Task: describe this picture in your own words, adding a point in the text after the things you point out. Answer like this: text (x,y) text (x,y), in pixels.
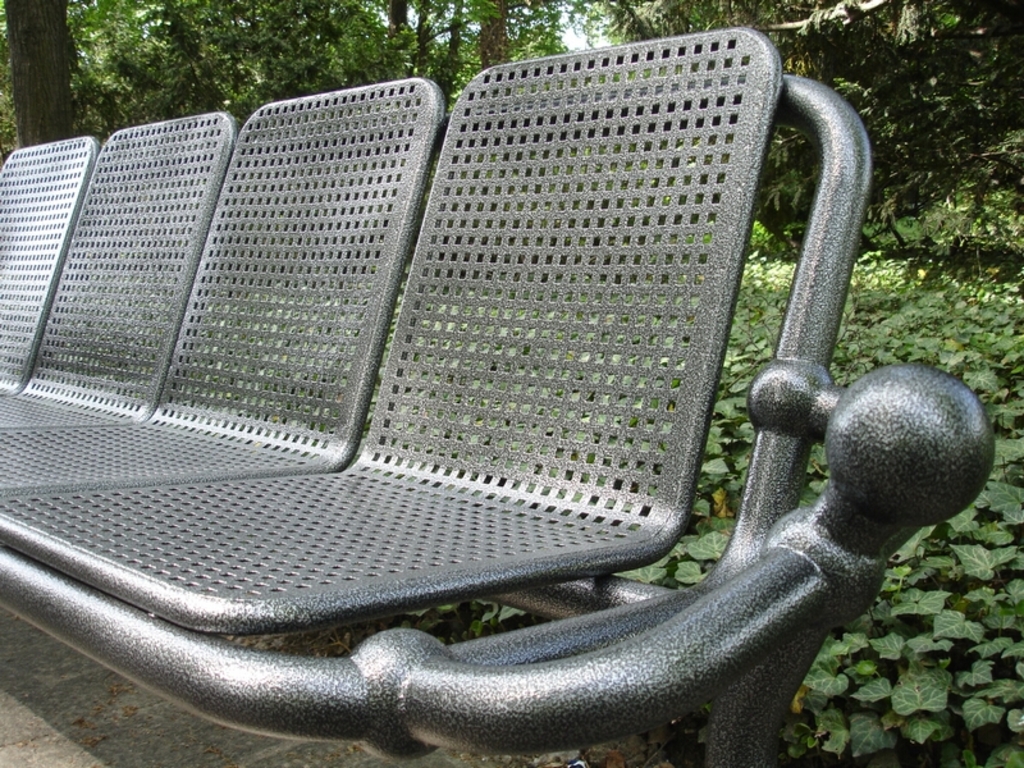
In this picture we can see a bench (577,725) on the ground (2,671) and in the background (51,72) we can see trees (51,65).
